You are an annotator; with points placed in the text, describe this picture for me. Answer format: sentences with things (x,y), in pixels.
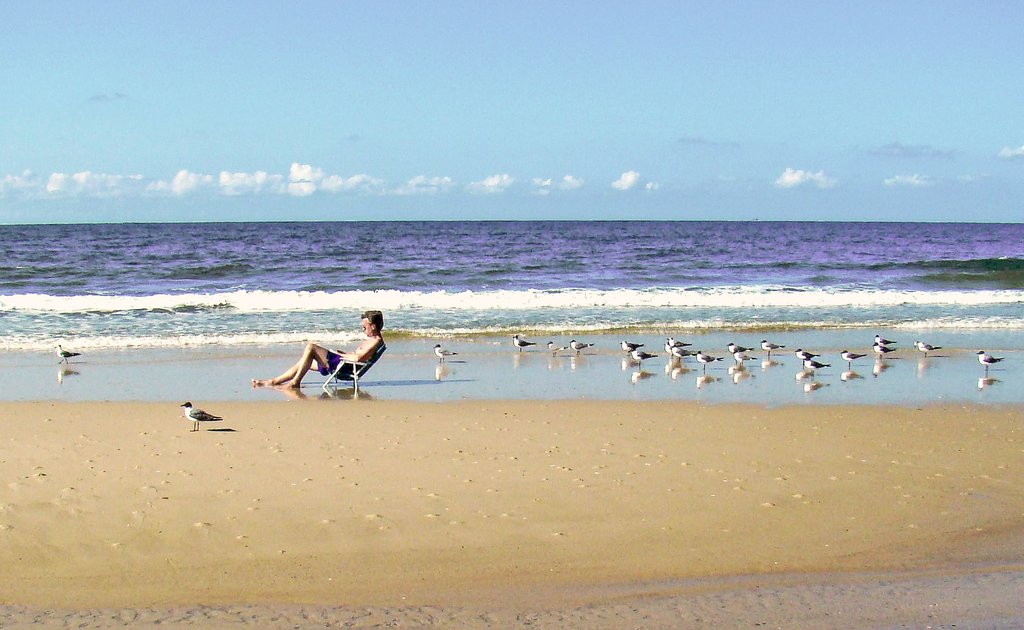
The picture is taken in a sea beach (228,376). On the beach (238,384) a person (339,360) is sitting on a chair (347,368). There are few birds (932,348) on the beach (400,415). In the background (379,274) there is sea (418,267). The sky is cloudy.
